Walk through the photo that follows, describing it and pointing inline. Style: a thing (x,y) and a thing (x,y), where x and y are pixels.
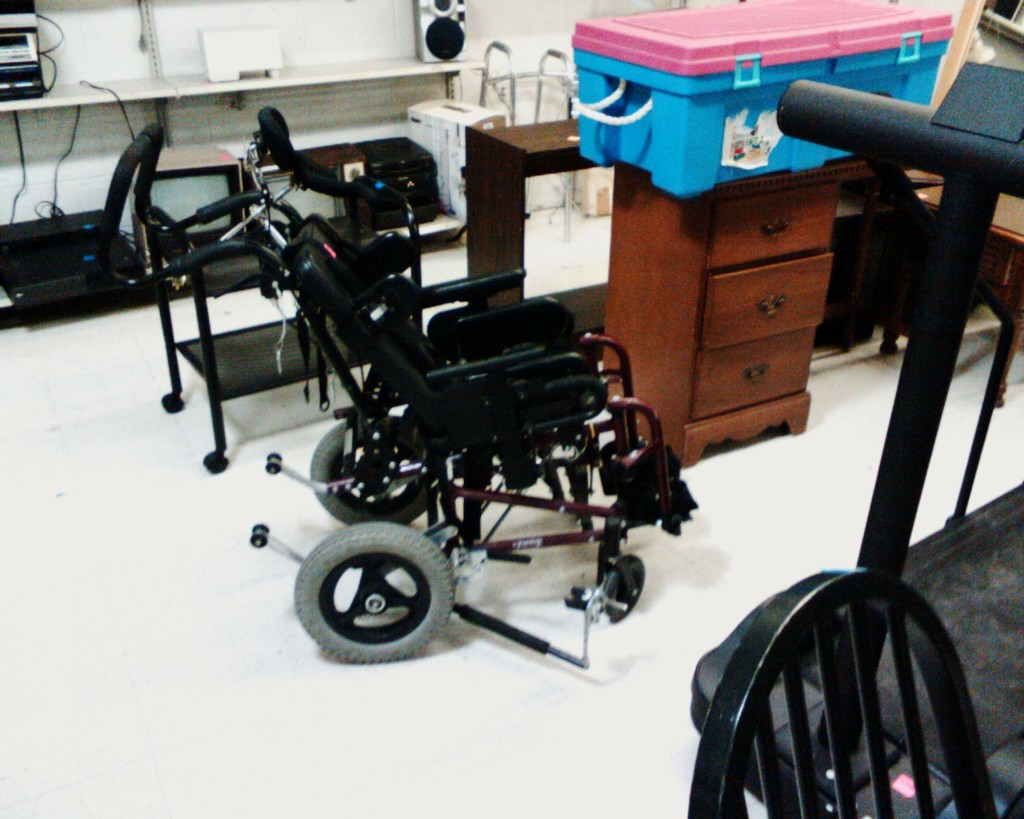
In the picture I can see a black wheel chair (486,328) and there is a table (731,259) in front of it which has an object (725,118) placed on it and there is an object (827,651) in the right corner (827,651) and there are some other objects (421,50) in the background (421,50).
